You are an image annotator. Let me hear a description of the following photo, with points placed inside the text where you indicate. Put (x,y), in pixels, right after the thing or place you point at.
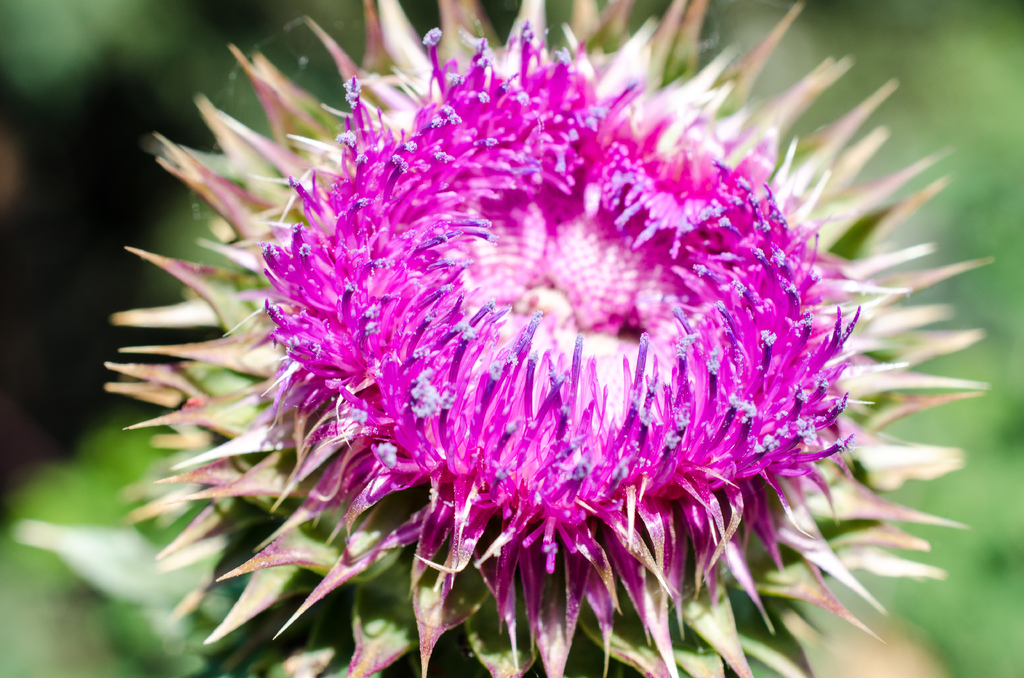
In this picture we can see a flower (447,364). Behind the flower (314,225), there is a blurred background (73,586).
